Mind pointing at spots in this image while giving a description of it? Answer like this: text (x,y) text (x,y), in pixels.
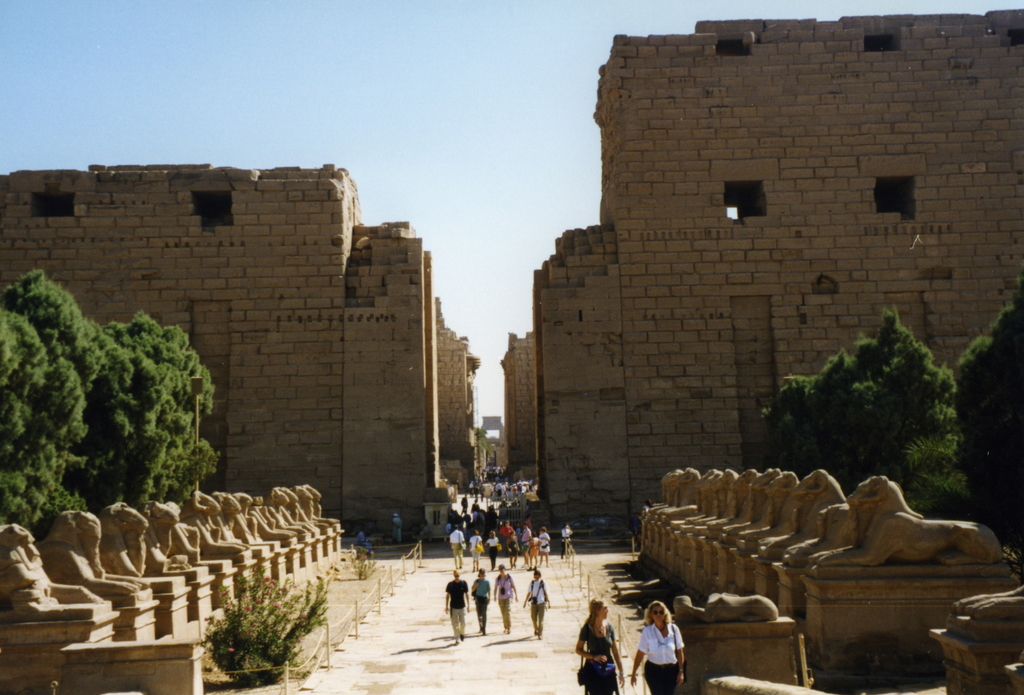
In this image there are so many people (541,628) walking on the road (499,659) which is in the middle of trees (13,418), sculptures (167,559) and building (174,236).
